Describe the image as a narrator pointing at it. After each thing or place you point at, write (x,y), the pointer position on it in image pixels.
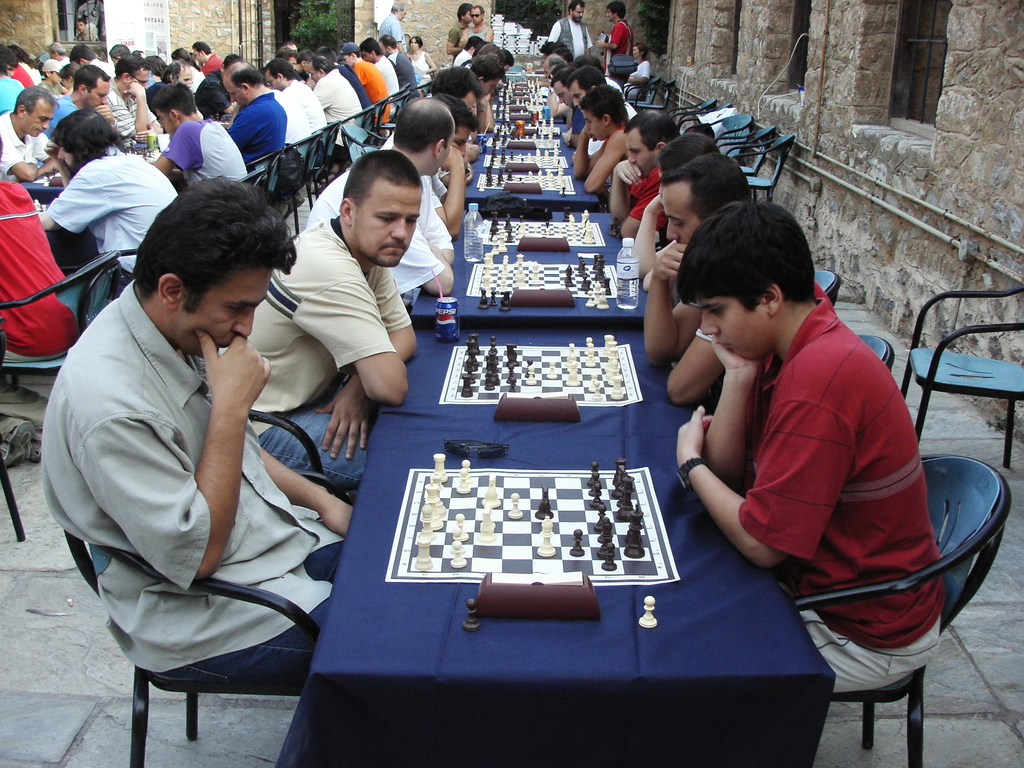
The image clicked on outside open area (127,700), it seems to be of chess competition. There are many players (347,528) on either sides who sat on chair (943,510). There is table (396,491) in the middle (671,364) with many chess boards (530,351) and chess coins (577,383). And on right side of image (895,184) there is wall (970,150) with window (908,104) and on background (316,38) there are trees (328,32).
